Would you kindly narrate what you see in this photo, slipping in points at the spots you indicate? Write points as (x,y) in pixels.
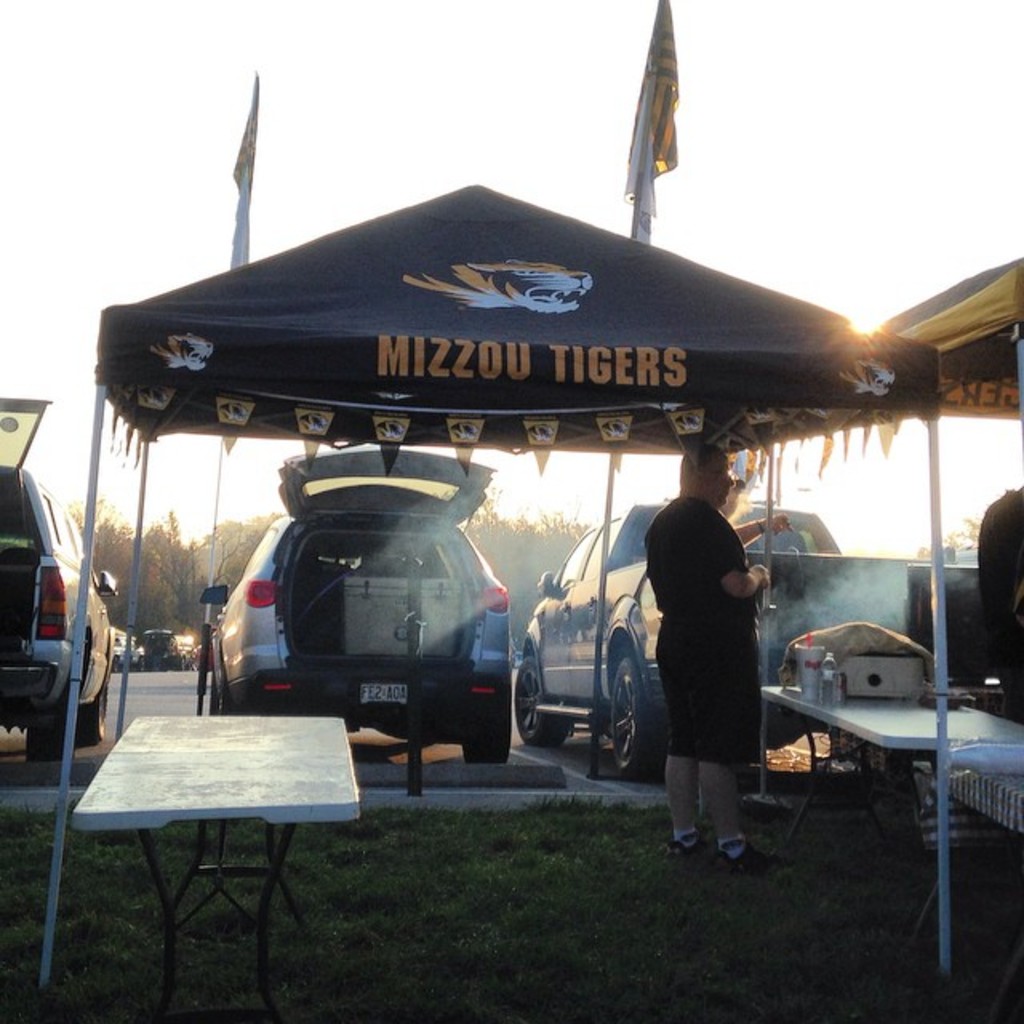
In this picture we can see tents (905,323) in the front (887,323), we can also see tables (277,752) and a person (743,670) in the front (717,620), there is a bottle (821,689) on this table (791,693), at the bottom (748,921) there is grass (706,881), we can see some vehicles (656,768) in the middle (469,524), in the background (179,552) there are trees (482,524), we can see the sky (516,76) at the top of the picture (514,33).
